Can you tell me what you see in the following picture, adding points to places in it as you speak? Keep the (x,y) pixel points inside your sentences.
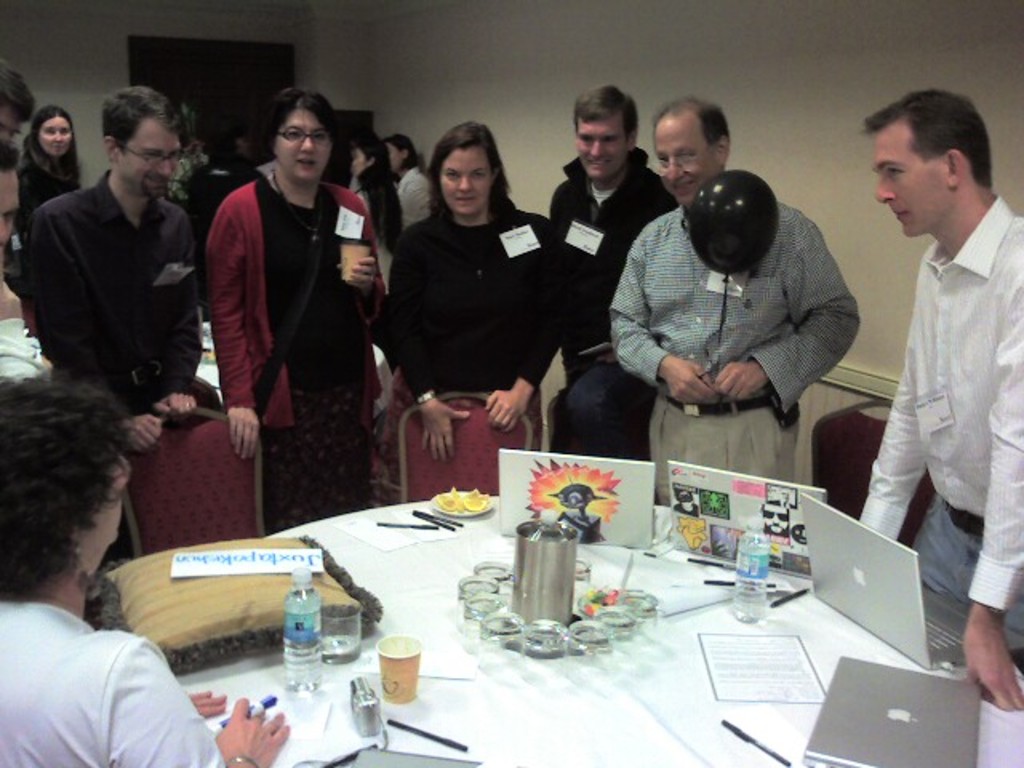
In this picture there are many people (291,157) standing. In the foreground of the picture (553,499) there is a table (608,680), on the table (767,606) there are laptops (879,712), cups (515,636), bottles (290,625), pens (440,526), jar (525,571) and their pillow (216,587). On the left (77,550) there is a woman (37,678) sitting. In the top left (222,61) there is a door (216,77). There are chairs (462,466) in the room (798,437). On the top right (869,53) there is wall (756,66).
